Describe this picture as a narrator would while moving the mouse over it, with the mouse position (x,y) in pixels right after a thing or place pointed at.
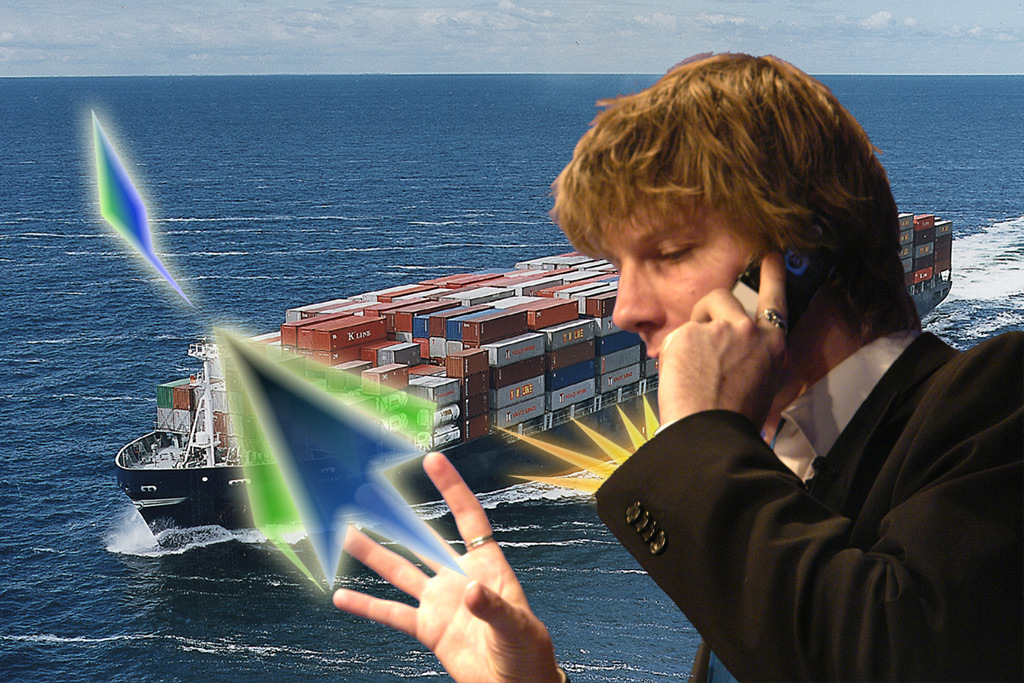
This image is an edited image. In this image on the right (776,374) there is a man (849,360), he wears a suit (887,421), shirt (828,423), he is holding a mobile (795,315). In the middle (377,259) there are waves (248,319), water (985,230), boat (599,425), sky (566,54) and clouds (576,25). In the middle (407,422) there is a boat (417,434) on that there are many containers (520,362).
